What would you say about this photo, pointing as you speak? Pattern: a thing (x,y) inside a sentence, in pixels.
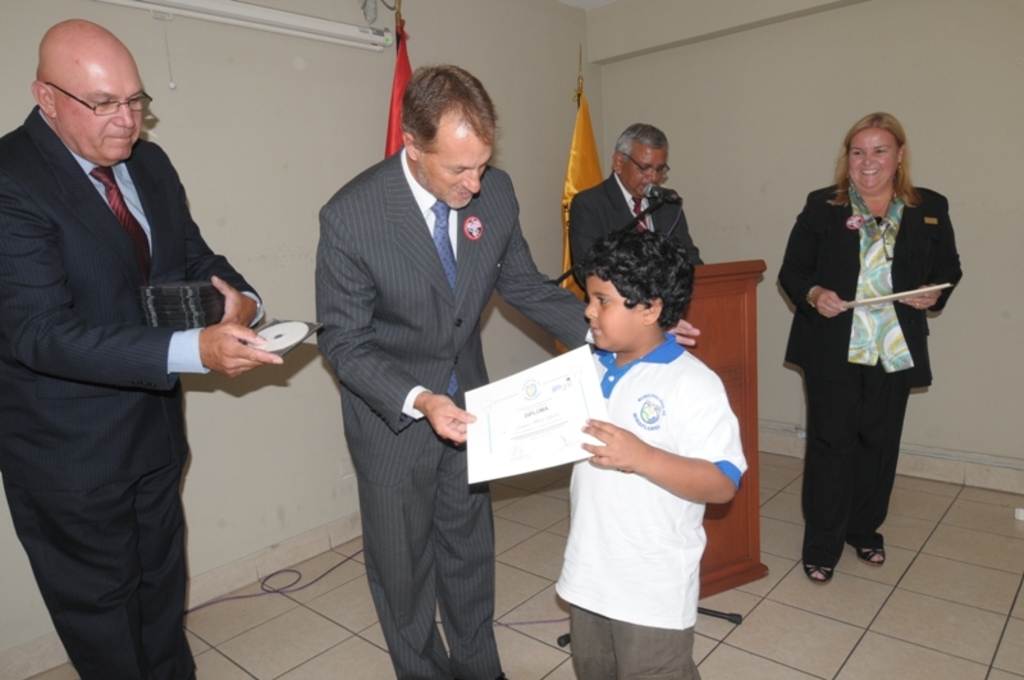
In this image there are some people (490,204) who are standing and one person (175,334) is holding some cds (291,341) and one person (355,345) is giving some paper (521,410) to a boy (626,395), and in the center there is one podium (721,351) and a mike (659,191) and the person (642,192) is talking. On the right side (837,309) there is one woman (835,321), and she is holding a paper (873,299). In the background (579,97) there are some flags (403,71) and a wall (416,53), on the wall (416,53) there is a light (352,35). At the bottom (376,626) there is a floor (885,571).
